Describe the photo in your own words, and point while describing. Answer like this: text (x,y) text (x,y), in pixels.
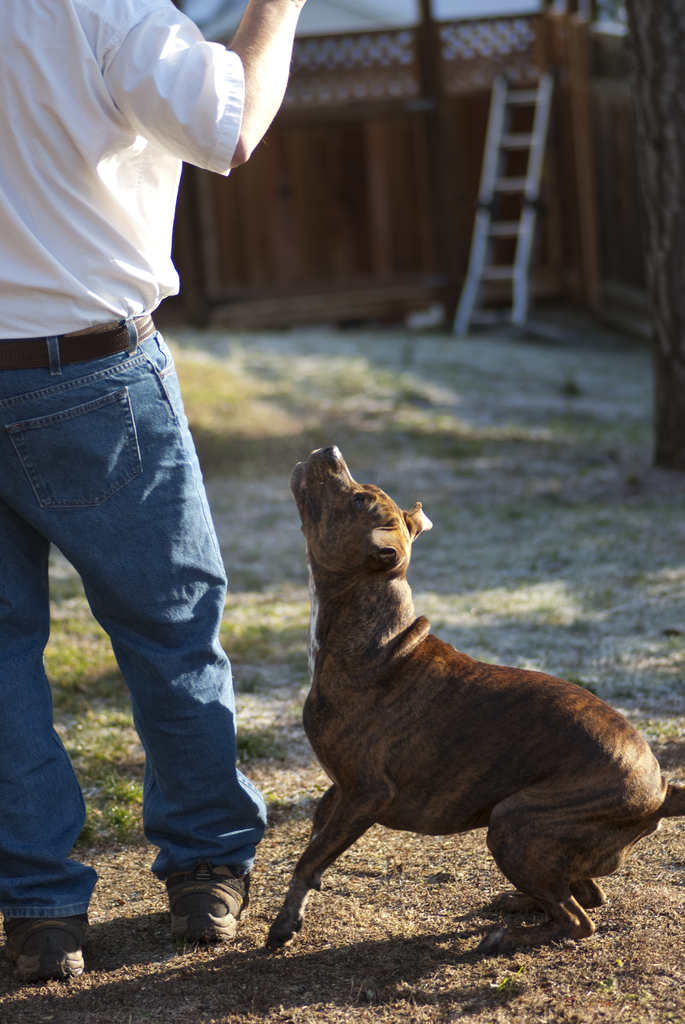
In this image a person (95,145) wearing a white shirt (104,171) is standing on the land (449,845) having some grass (140,825). Beside the person (223,764) there is a dog (436,755). A ladder (473,247) is kept near the wooden fence (470,203). Right side (676,349) there is a wooden trunk (676,451).
